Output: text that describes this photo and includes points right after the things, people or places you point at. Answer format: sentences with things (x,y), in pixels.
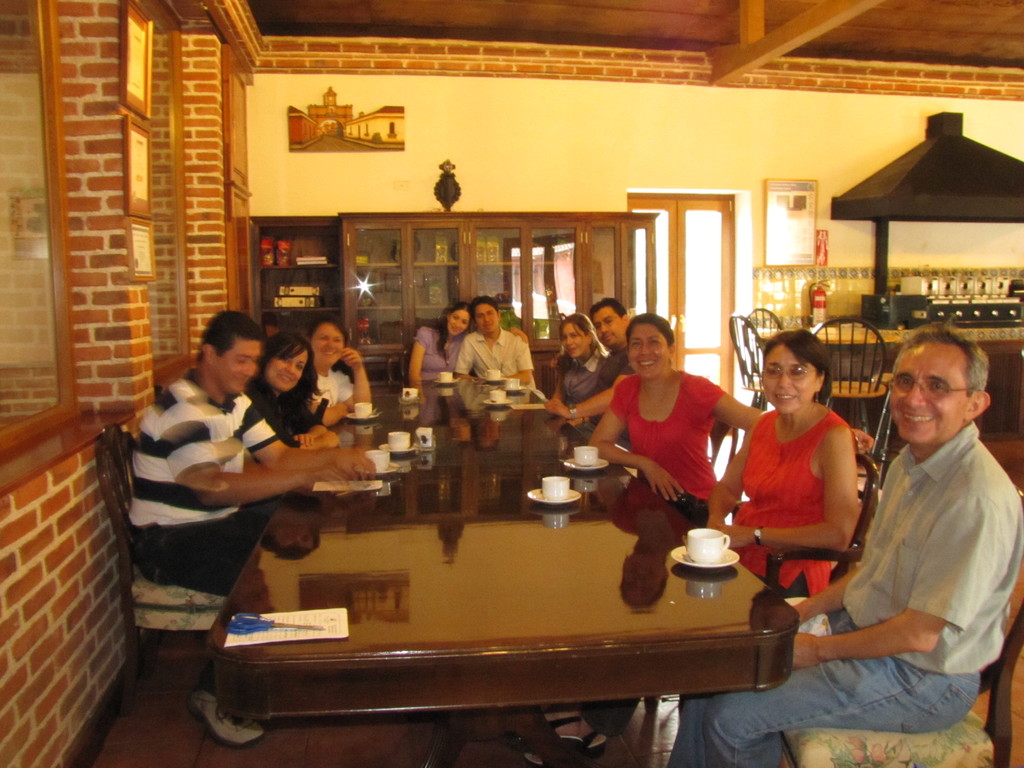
We can see frames (789,211) over a wall (607,140). These are cupboards (458,286). we can see files (288,289) in the cupboard (329,286). We can see frames (129,154) over a wall (58,575) with bricks (88,542) here. We can see all the persons (800,468) sitting on chairs (854,461) in front of a table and they all are carrying a beautiful smile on their faces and on the table (493,617) we can see cups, saucers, paper (306,635) and a scissors (269,628). This is a door (659,265).
